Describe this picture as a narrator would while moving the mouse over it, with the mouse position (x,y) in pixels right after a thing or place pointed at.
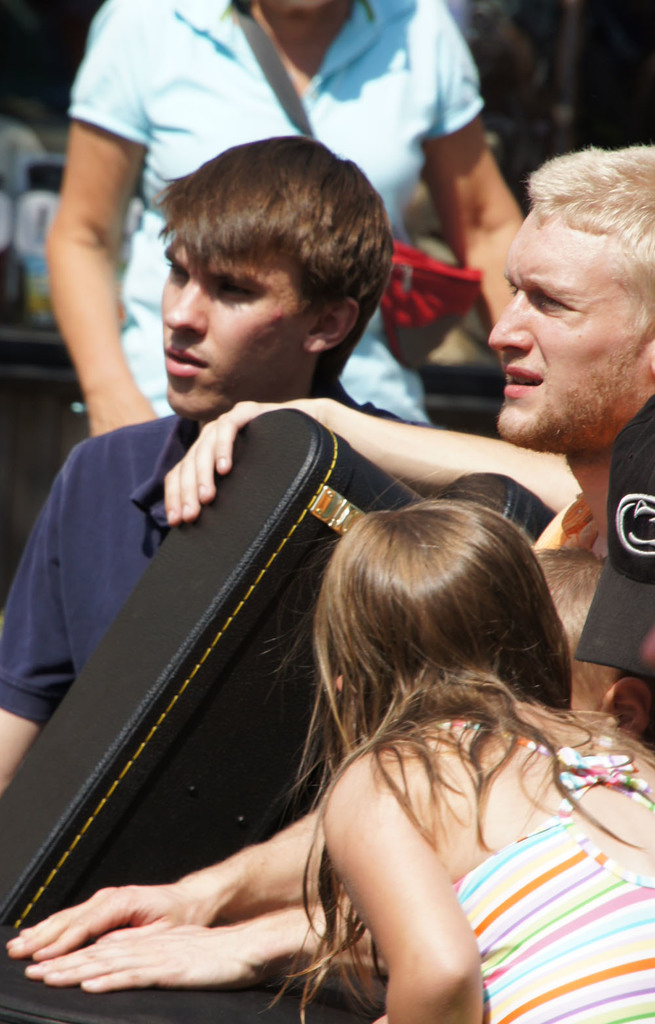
In the picture we can see three people (394,594) are standing and holding a bag (263,450) which is black in color and behind them, we can see a woman (111,97) standing and wearing a hand bag (412,303).
